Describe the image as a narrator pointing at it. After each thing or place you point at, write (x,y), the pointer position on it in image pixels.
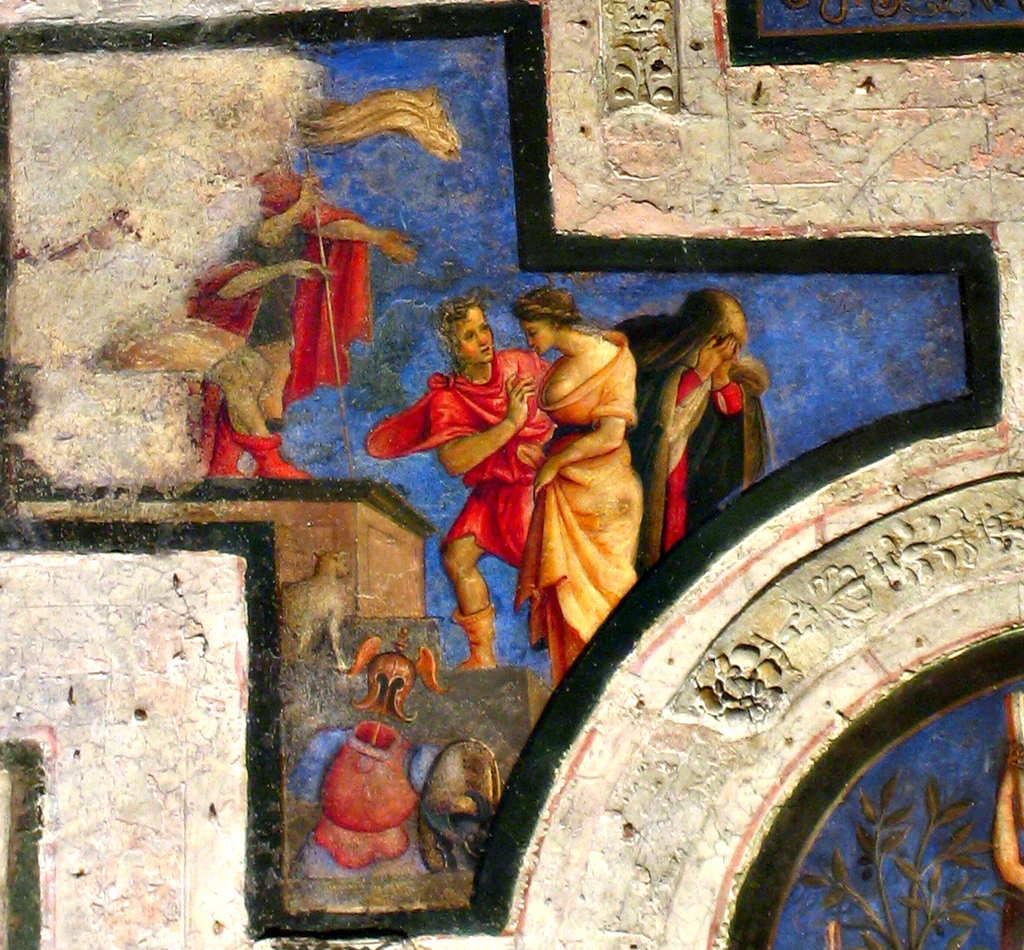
In this image we can see a painting (233,135) of a group of people (537,425), a plant (920,943) and some objects (387,708) on the wall (5,587).
